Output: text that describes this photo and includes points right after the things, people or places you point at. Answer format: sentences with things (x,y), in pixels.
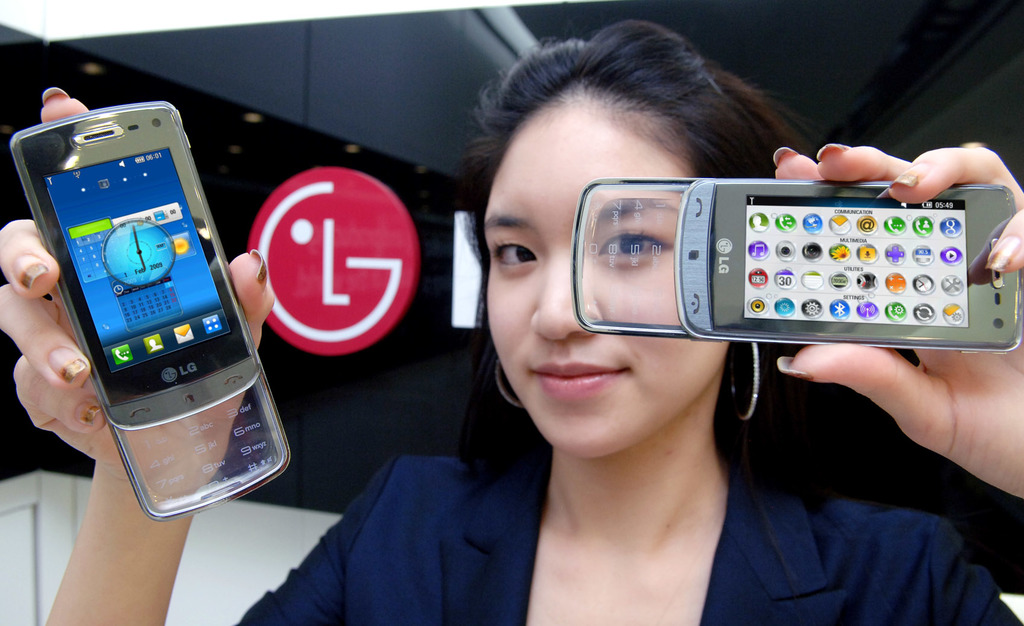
A woman (531,350) is holding mobile phones (799,301) one in each hand (81,383).
